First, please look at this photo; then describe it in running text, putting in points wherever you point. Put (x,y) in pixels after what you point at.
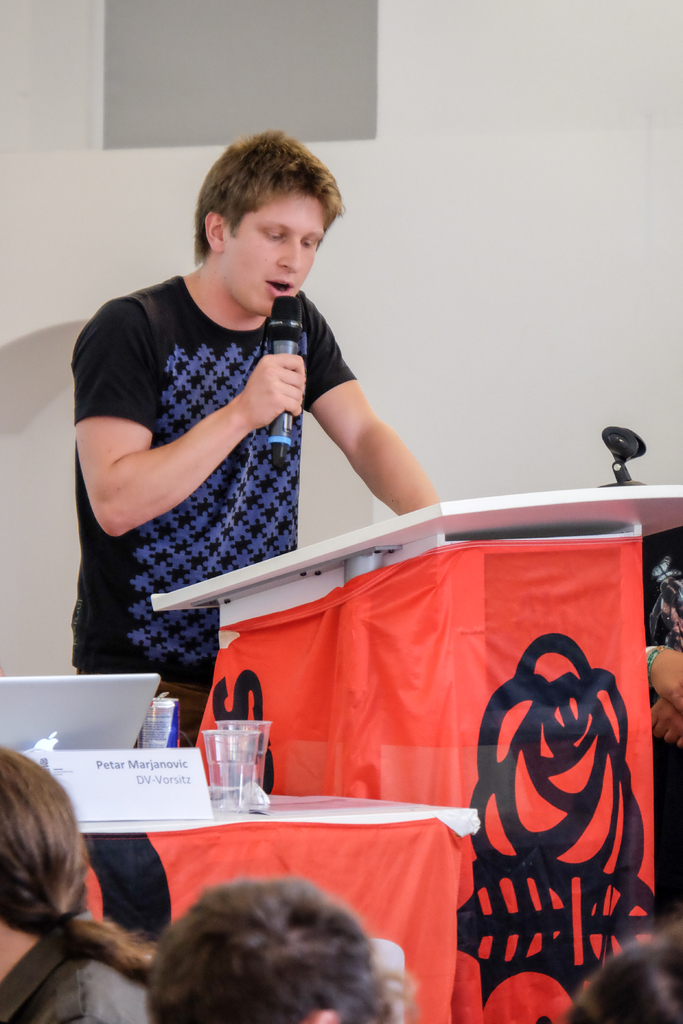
In this picture we can observe a person (215,411) wearing black color t-shirt (251,482) holding a mic (279,312) in his hand (264,385). He is standing in front of white color podium (415,524). There is a red color cloth (413,651). We can observe some people (306,941) sitting. There is a table (323,803) on which we can observe name board (154,790) and a glass (238,753).
